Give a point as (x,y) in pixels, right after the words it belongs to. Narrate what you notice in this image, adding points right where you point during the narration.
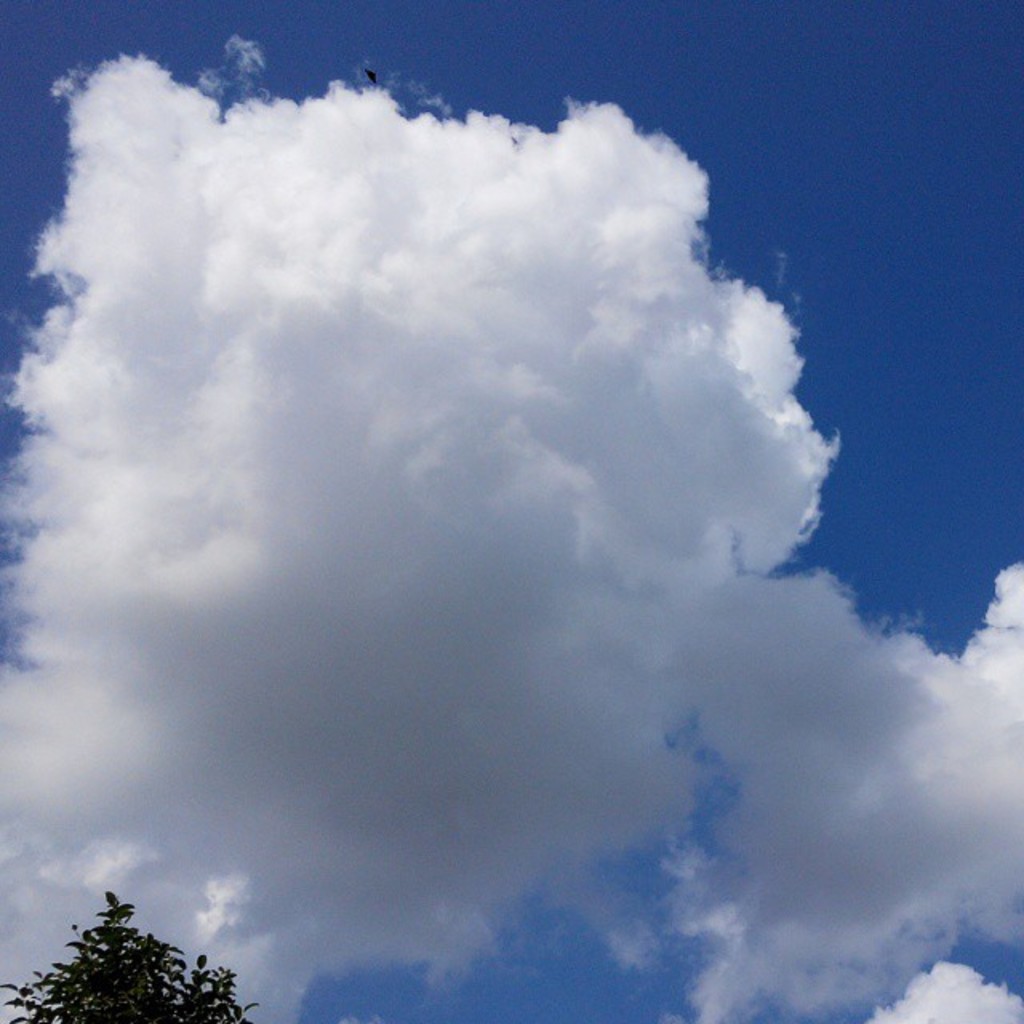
In this image we can see a tree (103,988). In the background (206,545) we can see the sky (772,79) with the clouds (644,699).
